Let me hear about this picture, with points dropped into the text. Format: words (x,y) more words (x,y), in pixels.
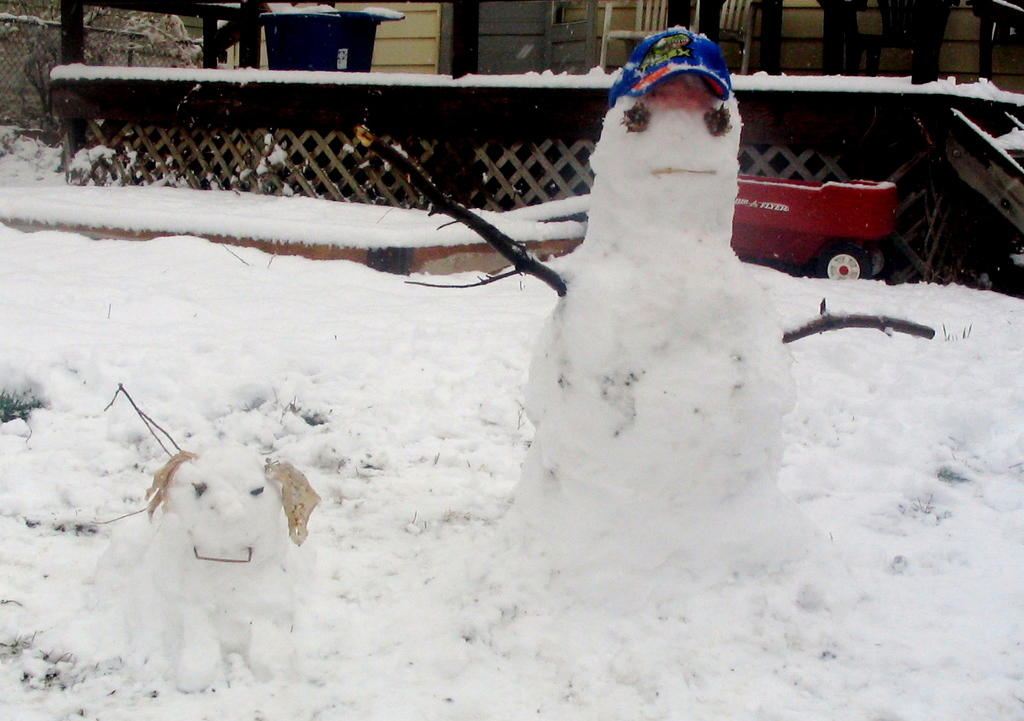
In this picture there is a snow man (752,522) and a snow dog (189,642) in the foreground area of the image (574,296), it seems to be there is a toy vehicle (825,192) in the background area of the image (820,215) and there is a wooden house (540,65) in the background area of the image (426,31), there is snow (69,362) in the image.
